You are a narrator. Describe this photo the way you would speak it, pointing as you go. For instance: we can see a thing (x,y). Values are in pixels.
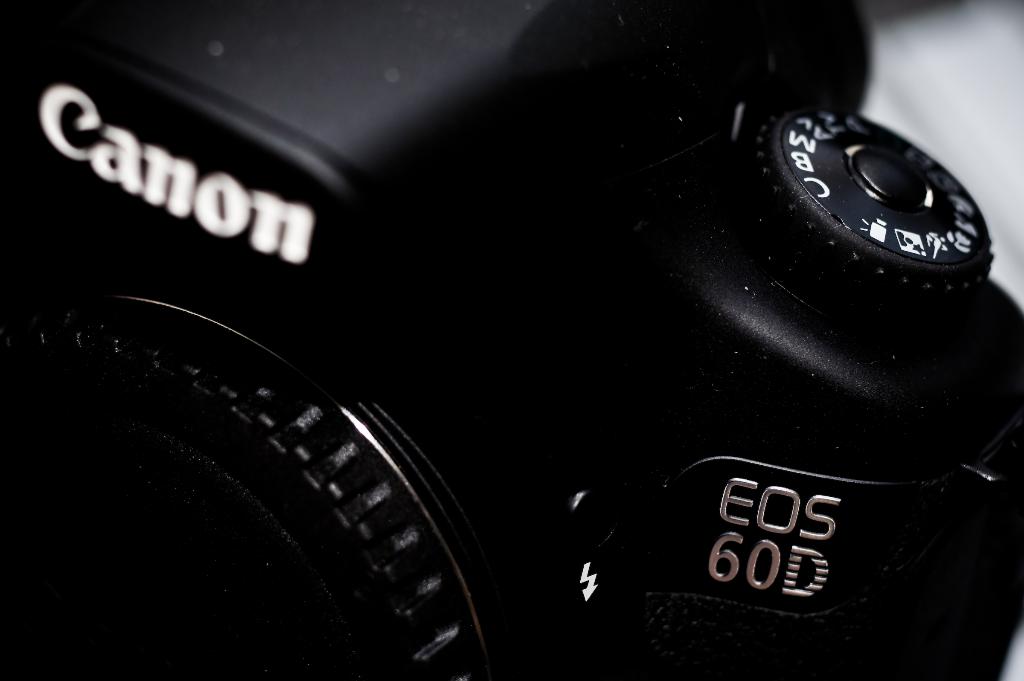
In this image I can see a camera (304,327) in black color.
